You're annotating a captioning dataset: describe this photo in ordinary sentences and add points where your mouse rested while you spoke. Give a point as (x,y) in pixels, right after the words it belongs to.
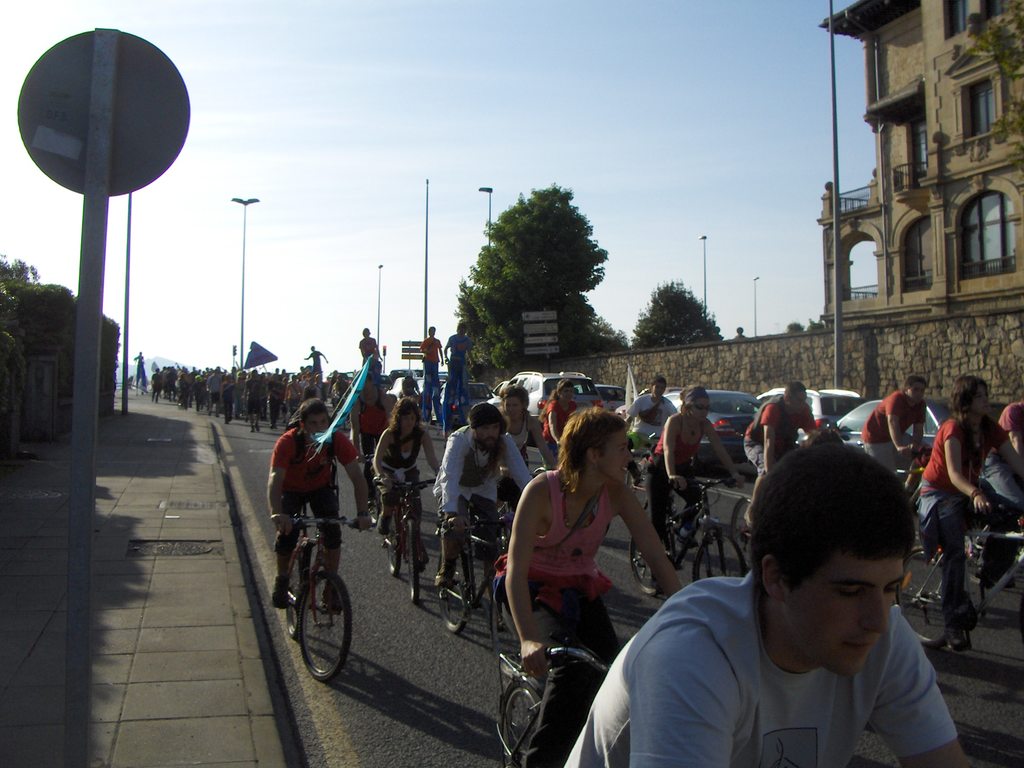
in this picture we can see people (657,520) riding the bicycle (697,522) on the roads (373,605), we can also see trees (561,255) and clear sky (581,151), we can see poles (833,141) street lights (491,203) and here we can also see building (936,97).
